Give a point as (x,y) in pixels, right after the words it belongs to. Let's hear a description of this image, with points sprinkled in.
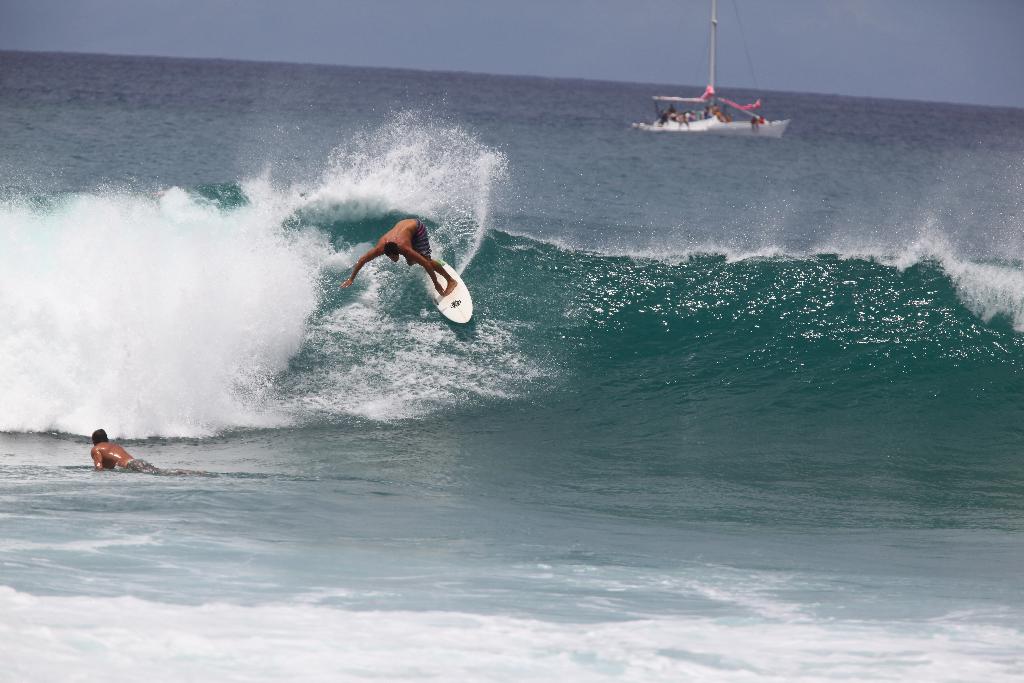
This image consists of an ocean (552,257). In the front (102,462), we can see two persons (417,254) surfing. In the background (688,125), there is a boat (666,128). At the top (219,48), there is sky (347,59). The surfboard (461,289) is in white color.
